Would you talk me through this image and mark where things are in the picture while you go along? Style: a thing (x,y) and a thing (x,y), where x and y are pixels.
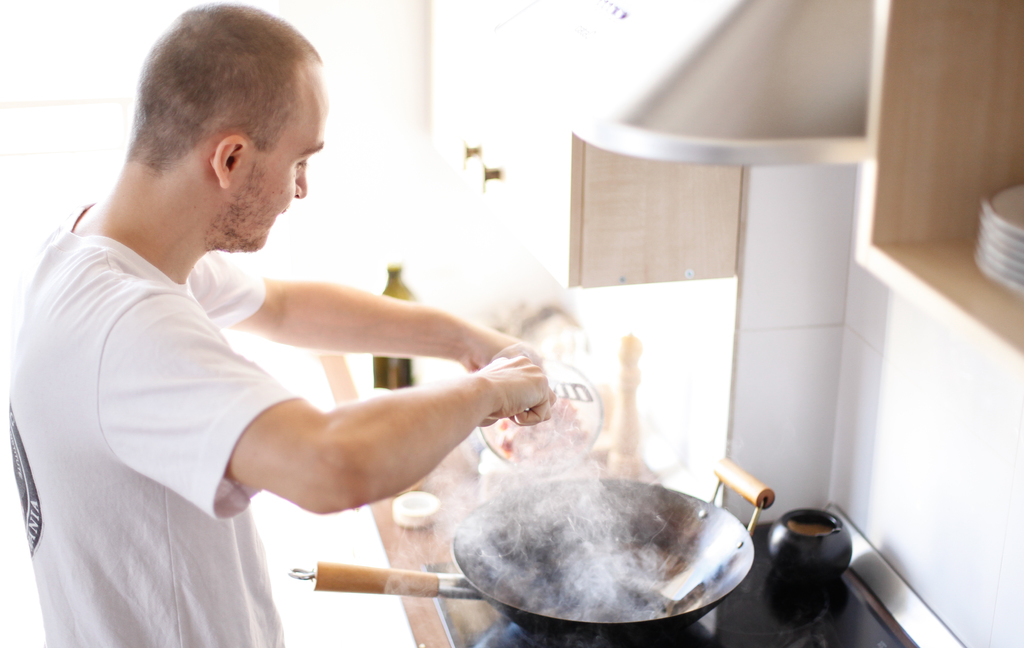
In this image I can see the person (207,475) holding some object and the person (207,362) is wearing white color shirt (57,574). In front (716,540) I can see the bowl (629,599) on the stove (749,611) and I can also see the bottle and I can see the white color background (555,50).
